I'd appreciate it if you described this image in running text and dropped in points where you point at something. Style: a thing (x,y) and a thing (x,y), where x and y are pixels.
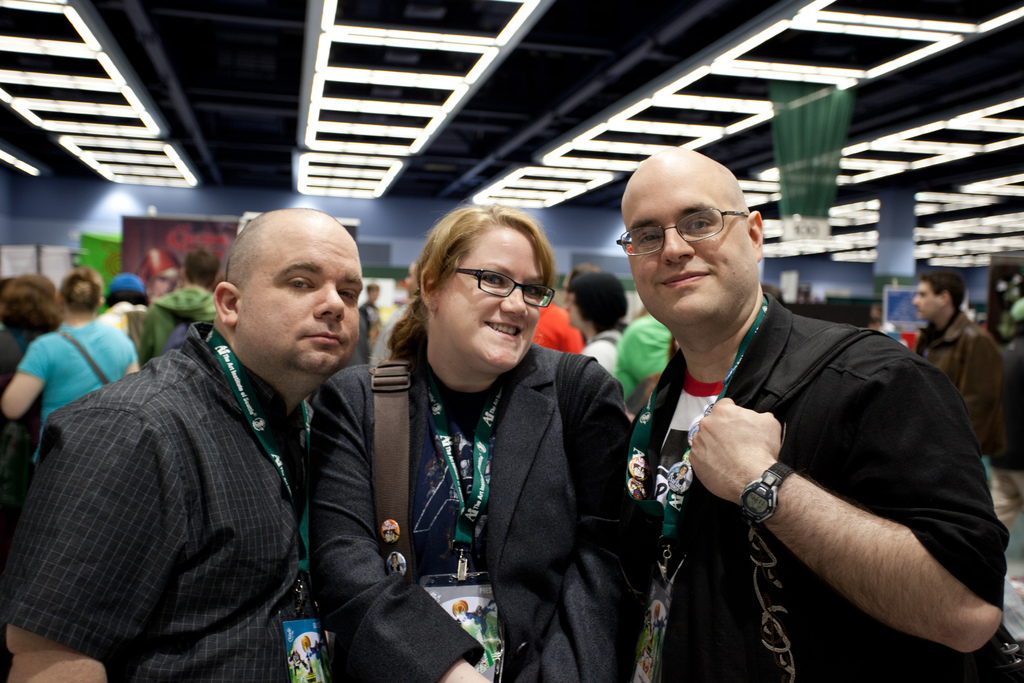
This picture shows few people (22,317) are standing and we see couple of men (690,518) and women (461,354). They wore ID cards (495,614) and couple of them wore spectacles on their faces (711,278) and they wore bags (399,381) and we see smile on their faces (694,253) and lights (713,107) to the ceiling (215,113).
